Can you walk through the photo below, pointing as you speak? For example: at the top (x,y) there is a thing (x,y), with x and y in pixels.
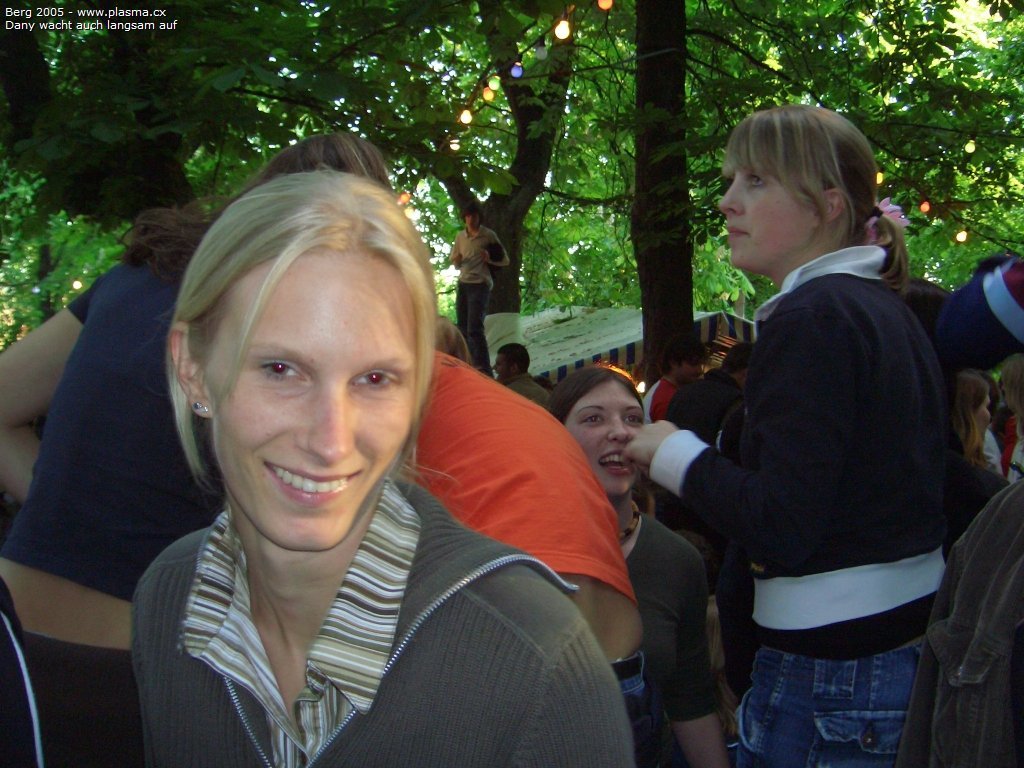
In the middle of the image (417,323) few women (821,213) are standing and smiling. Behind them we can see some trees (569,145) and tents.
